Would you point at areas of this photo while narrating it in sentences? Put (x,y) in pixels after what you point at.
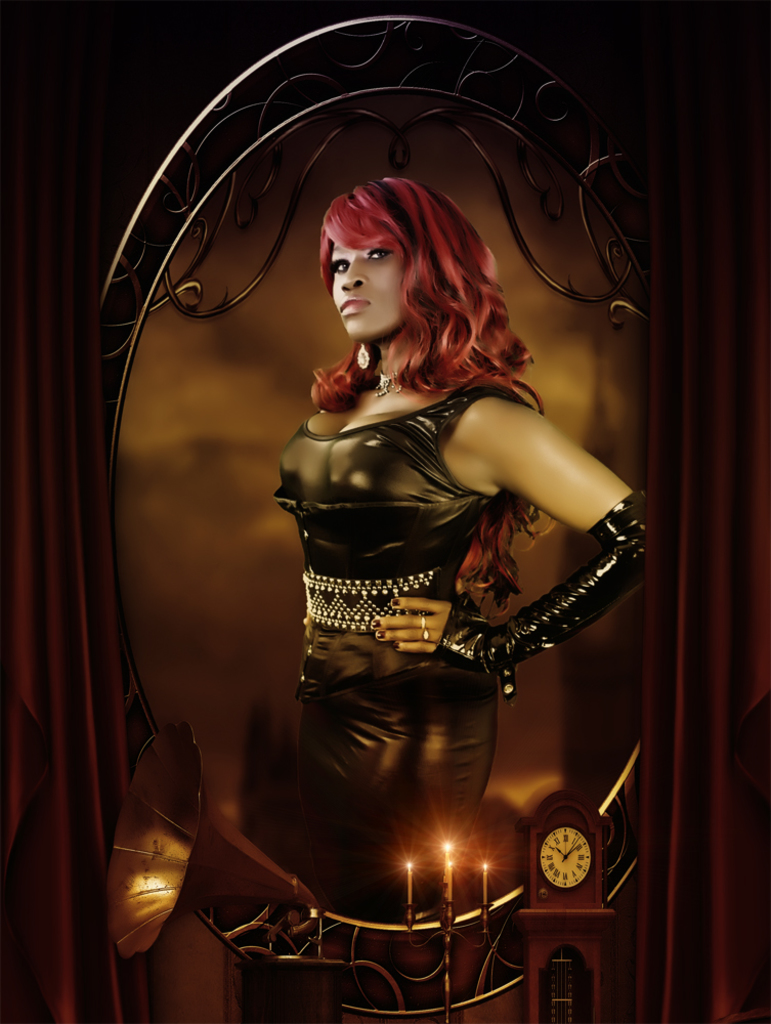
In the image we can see there is a woman (346,588) and there are candles (444,855) kept on the stand (449,917). There is a clock (565,884) and there is a music system (294,997). There are curtains (728,660).
